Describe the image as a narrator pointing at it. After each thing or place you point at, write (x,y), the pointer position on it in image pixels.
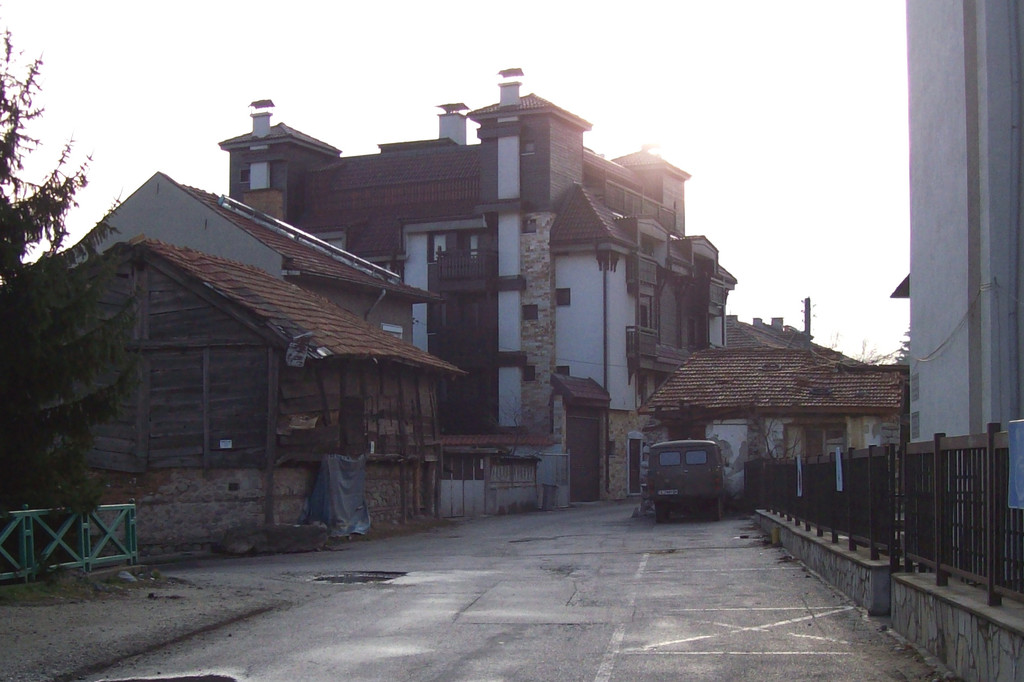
This image is taken outdoors. At the bottom of the image (421,631) there is a road (349,606). On the left side of the image (44,357) there is a tree (34,272) and there is a fence (87,547). On the right side of the image (935,243) there is a building (948,79). There is a railing (869,507). In the middle of the image (351,351) there are a few houses (430,416) and there is a building (503,278) with walls (546,324), windows (561,300), doors (599,465) and roofs (390,163). A vehicle (674,474) is parked on the road (689,520). At the top of the image (233,99) there is the sky (431,84).
